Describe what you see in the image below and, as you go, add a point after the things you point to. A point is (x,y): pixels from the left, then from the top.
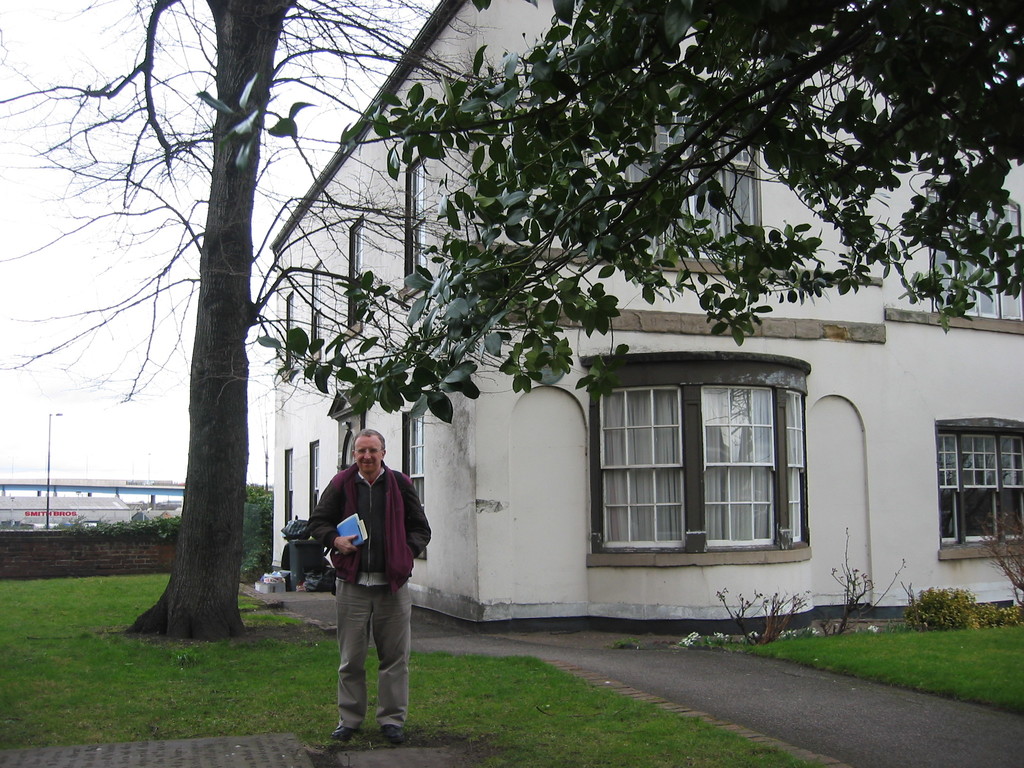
In front of the picture, we see the man (407,546) is standing and he is holding the books (363,531) in his hands (338,542). At the bottom (510,690), we see the grass (615,714) and the road (750,686). Behind him, we see plants (858,595) and a building (534,474) in white color. Beside that, we see the garbage bins (308,565). Beside that, we see a big tree (196,472). In the background (98,549), we see a wall (134,552), trees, poles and a building (77,510) in white color. At the top (163,241), we see the sky (162,233).
